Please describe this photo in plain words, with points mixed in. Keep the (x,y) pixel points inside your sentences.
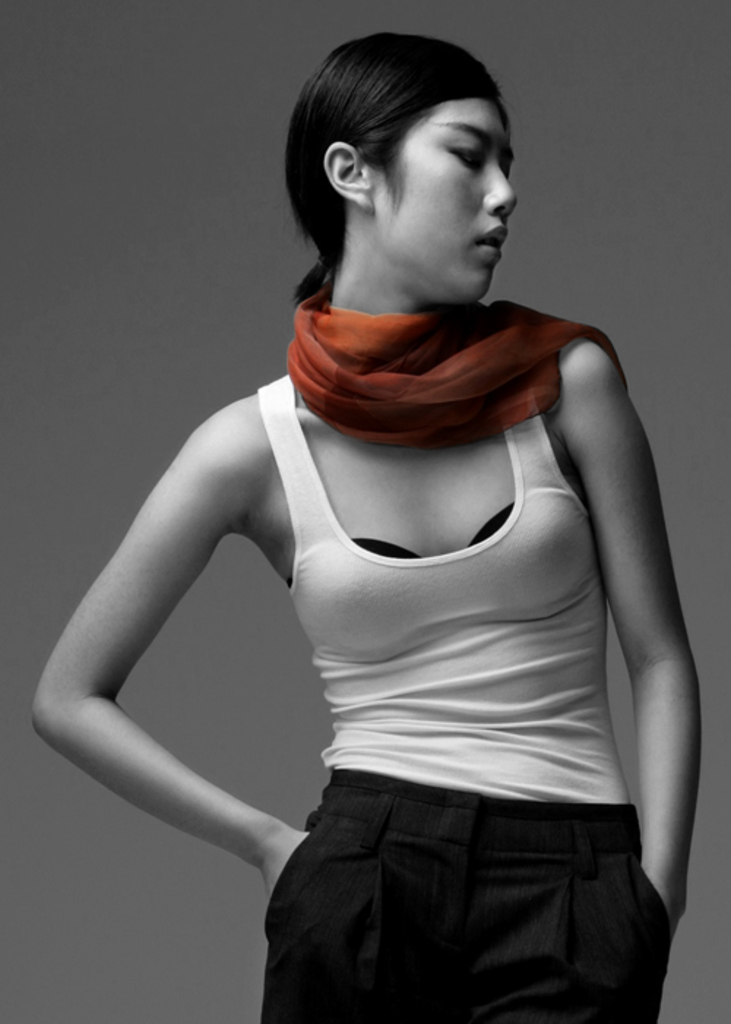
In the picture I can see a woman (562,570). She is wearing a white color top (567,770) and a black color pant (411,880). There is a scarf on her neck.
